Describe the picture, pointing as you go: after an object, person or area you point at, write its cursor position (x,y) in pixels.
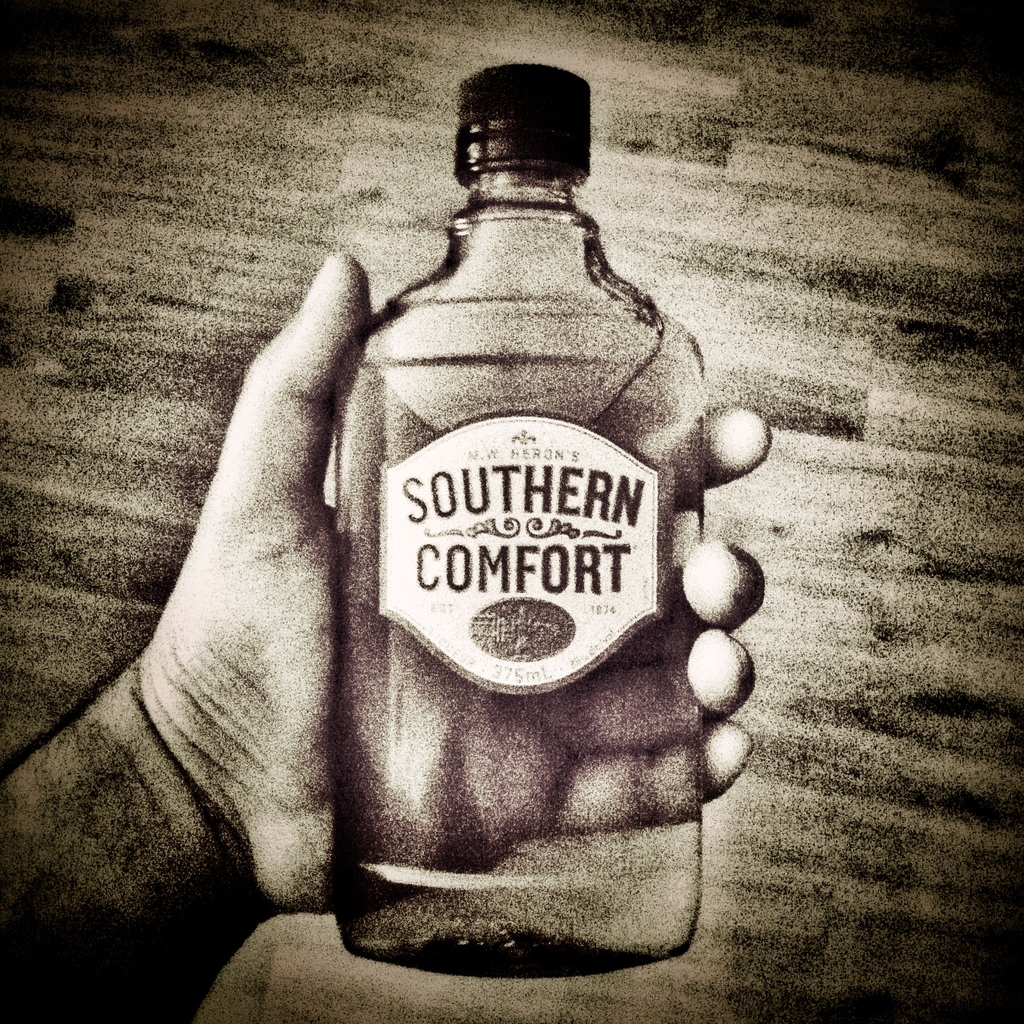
In this image I can see a glass bottle (546,544) is holding by a person (126,820) in his hand (274,630).
